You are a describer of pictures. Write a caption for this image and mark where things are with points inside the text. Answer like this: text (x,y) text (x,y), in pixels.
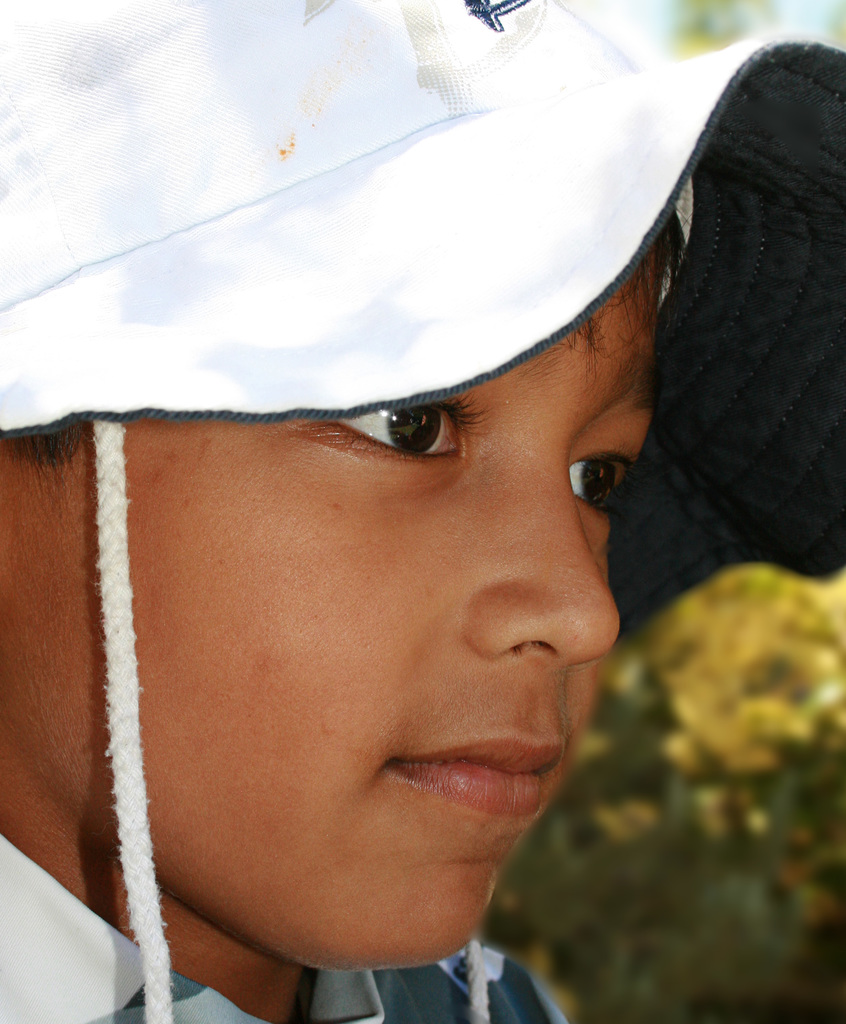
In this image there is a face (526,728) of a boy (341,604) who is having a white cap (235,117).
